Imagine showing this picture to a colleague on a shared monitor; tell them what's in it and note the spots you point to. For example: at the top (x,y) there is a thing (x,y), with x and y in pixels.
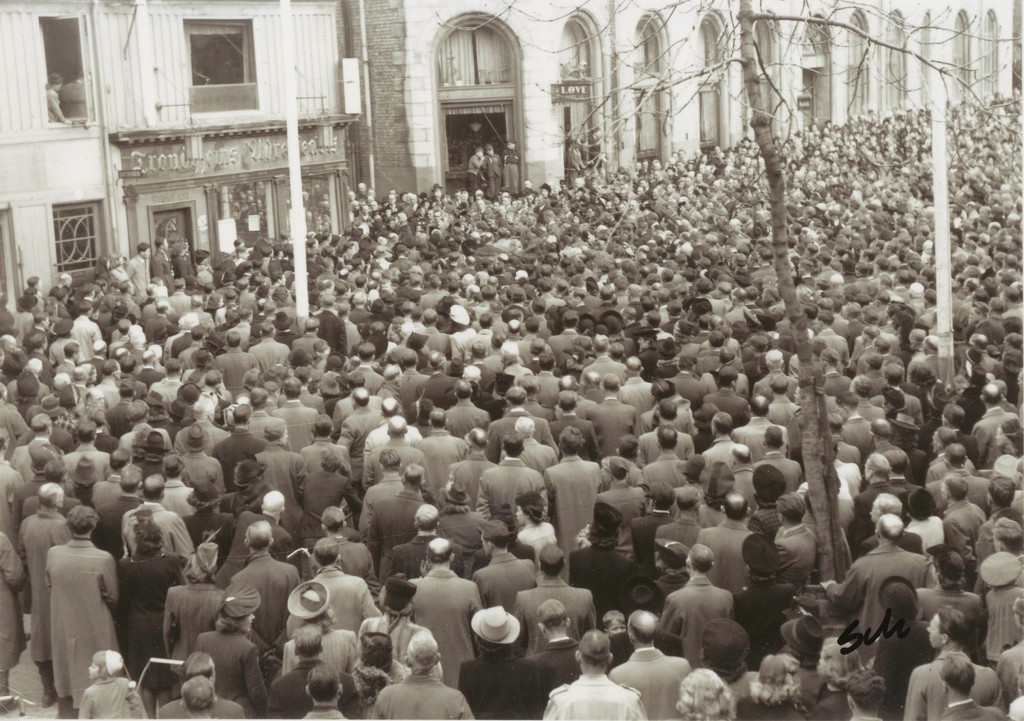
In this image I can see group of people (417,534) standing, background (330,128) I can see few poles (295,127) and few buildings (335,92) and the image is in black and white.
